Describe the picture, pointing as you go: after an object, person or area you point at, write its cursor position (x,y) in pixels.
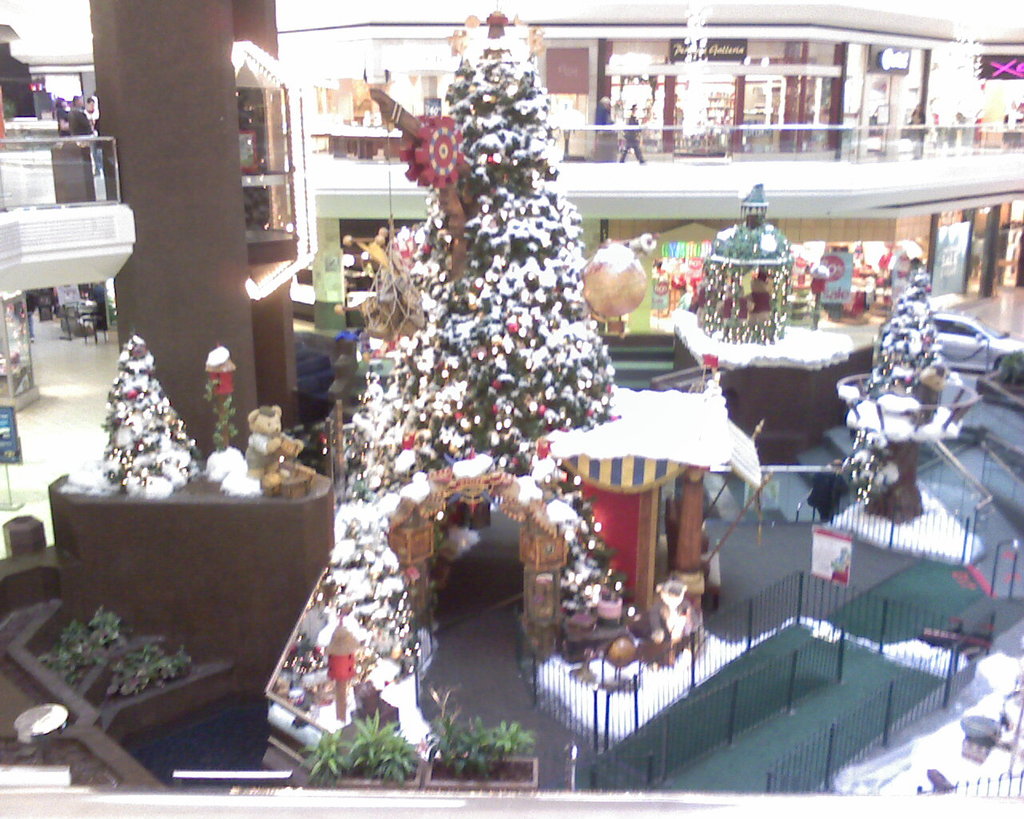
In this image we can see Christmas trees (407,418). Behind shops (862,90) and building (605,176) is there. Bottom of the image (364,751) black color fencing (763,693) is there and plants (354,741) are present. Right side of the image (979,352) one car (975,345) is there.
